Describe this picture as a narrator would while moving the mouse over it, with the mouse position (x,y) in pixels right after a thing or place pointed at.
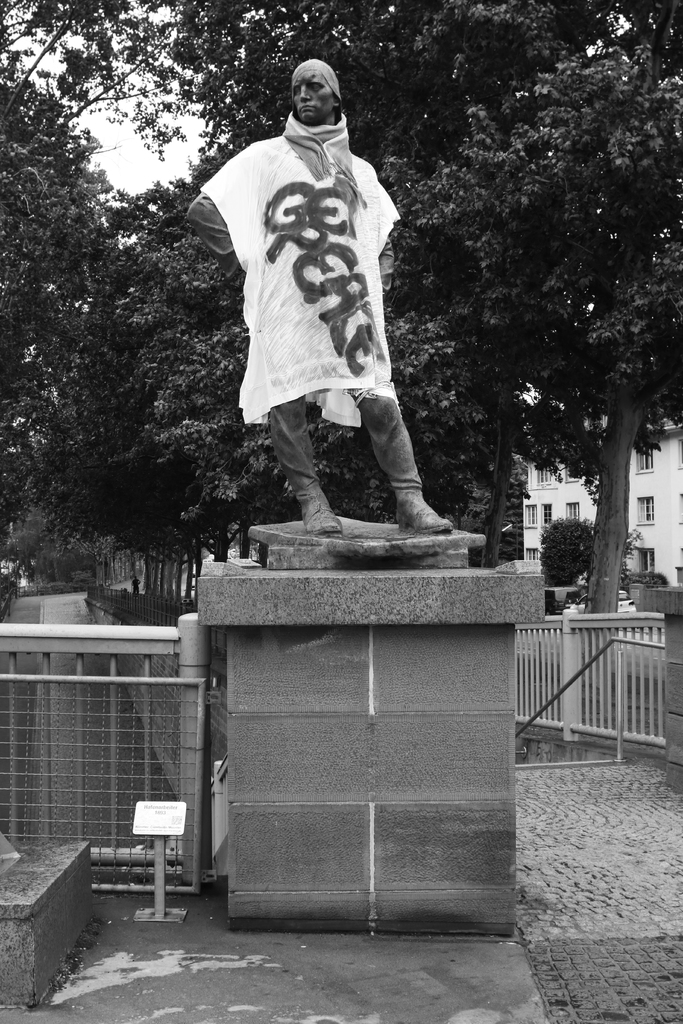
In this picture we can see one statue (373,560), some trees (583,412) and buildings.
